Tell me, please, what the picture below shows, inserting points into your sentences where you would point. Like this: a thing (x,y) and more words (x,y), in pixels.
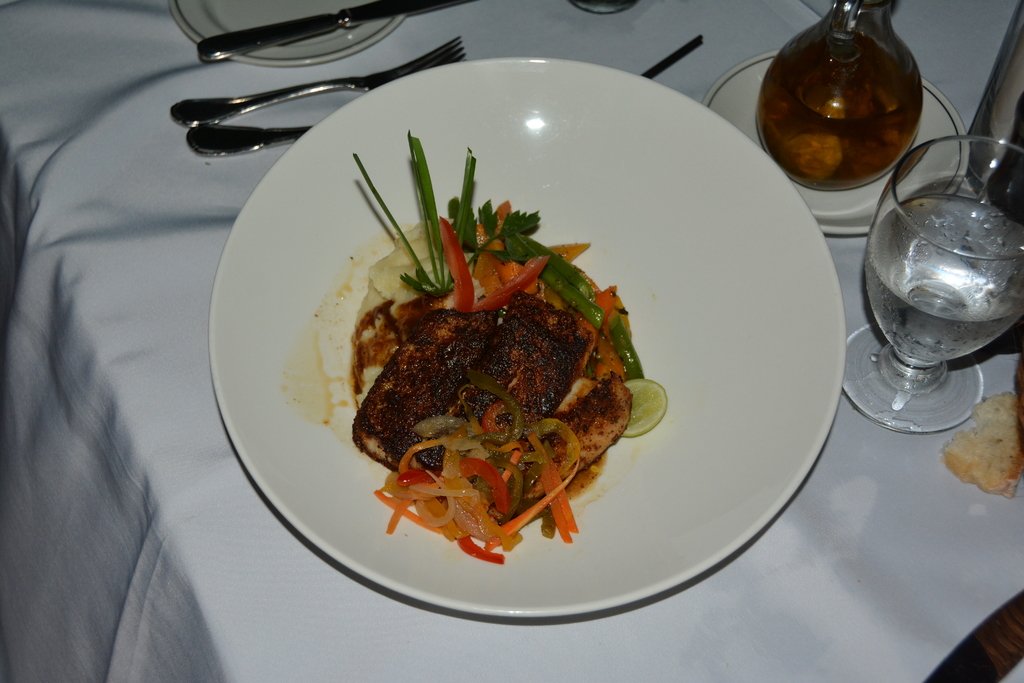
In this image we can see a plate (407,214) with some food (431,315), fork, glass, knife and some other objects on the table (336,103).
